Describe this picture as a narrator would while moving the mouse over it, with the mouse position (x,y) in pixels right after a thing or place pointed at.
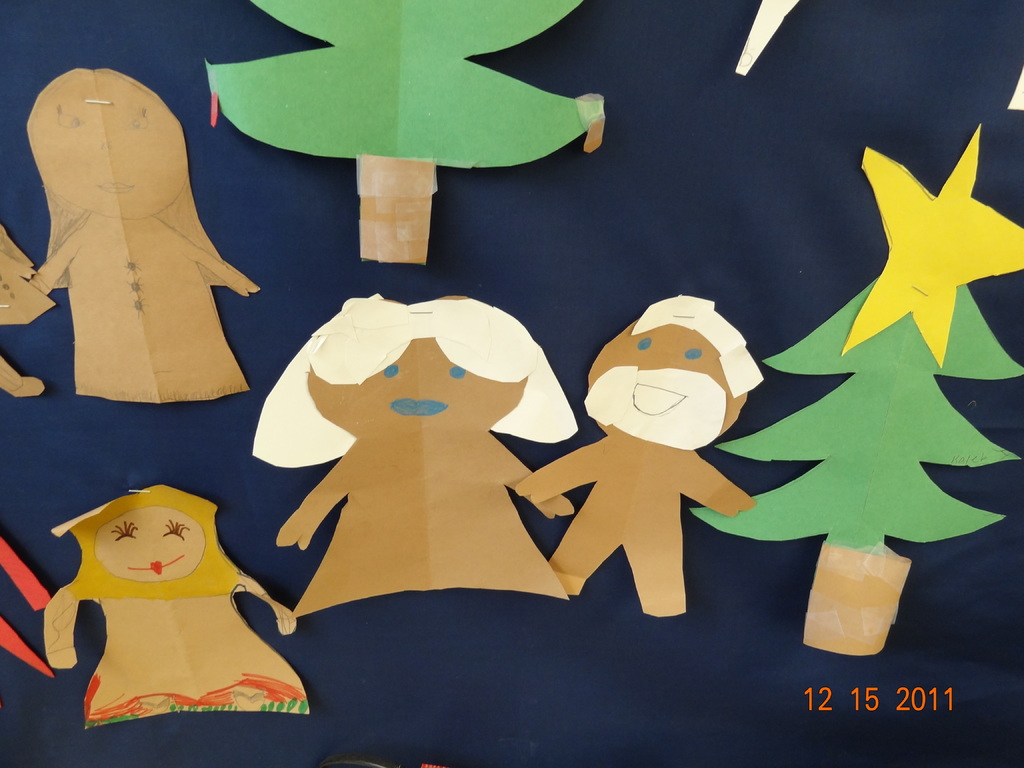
In this image a paper handicrafts (447,447) is stapled to a cloth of a person (548,479), Christmas tree (908,399) and a star (921,273) which is of yellow color.
